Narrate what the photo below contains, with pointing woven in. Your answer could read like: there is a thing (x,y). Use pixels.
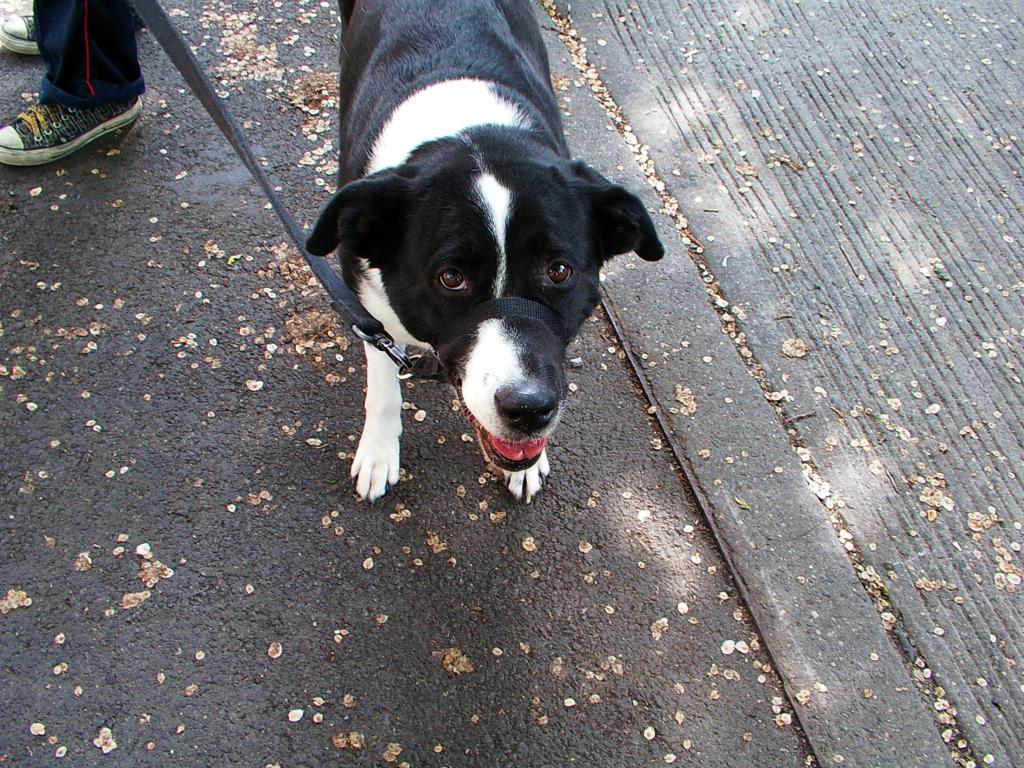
In this picture we can see a dog (429,150) and a black belt (193,87) and we can see shoes (54,147). This is a road (480,674).
